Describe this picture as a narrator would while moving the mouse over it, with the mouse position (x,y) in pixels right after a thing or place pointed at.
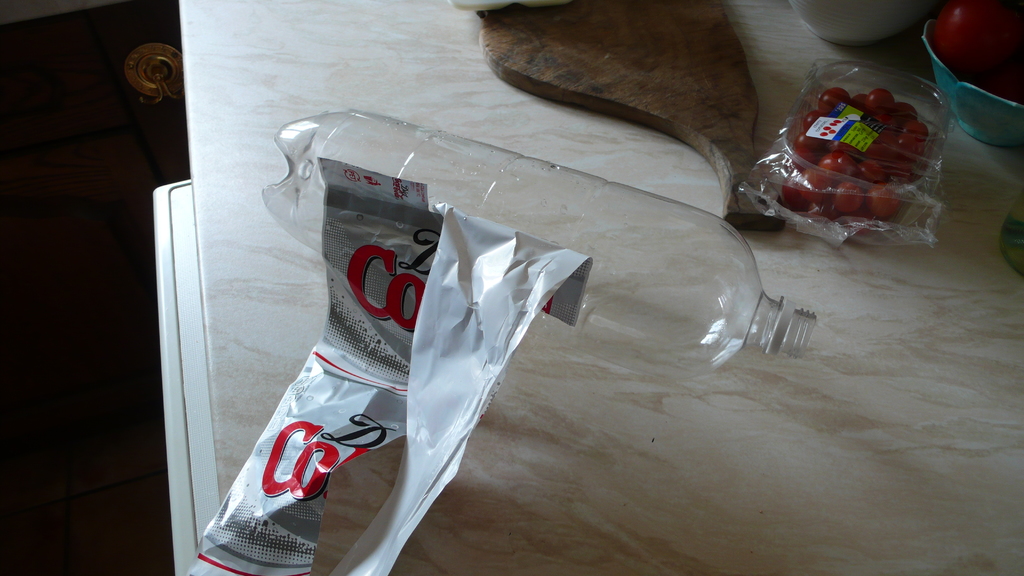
There is an empty coca cola bottle (476,276) with its label (426,224) being torn and beside the bottle (659,223) there are cherry tomatoes packet (843,191) and a wooden plate (748,99) and beside the cherry tomatoes packet (844,140) there are some tomatoes (984,62) kept in the bowl (1001,127), all these things (389,333) were kept on the counter (595,389).
